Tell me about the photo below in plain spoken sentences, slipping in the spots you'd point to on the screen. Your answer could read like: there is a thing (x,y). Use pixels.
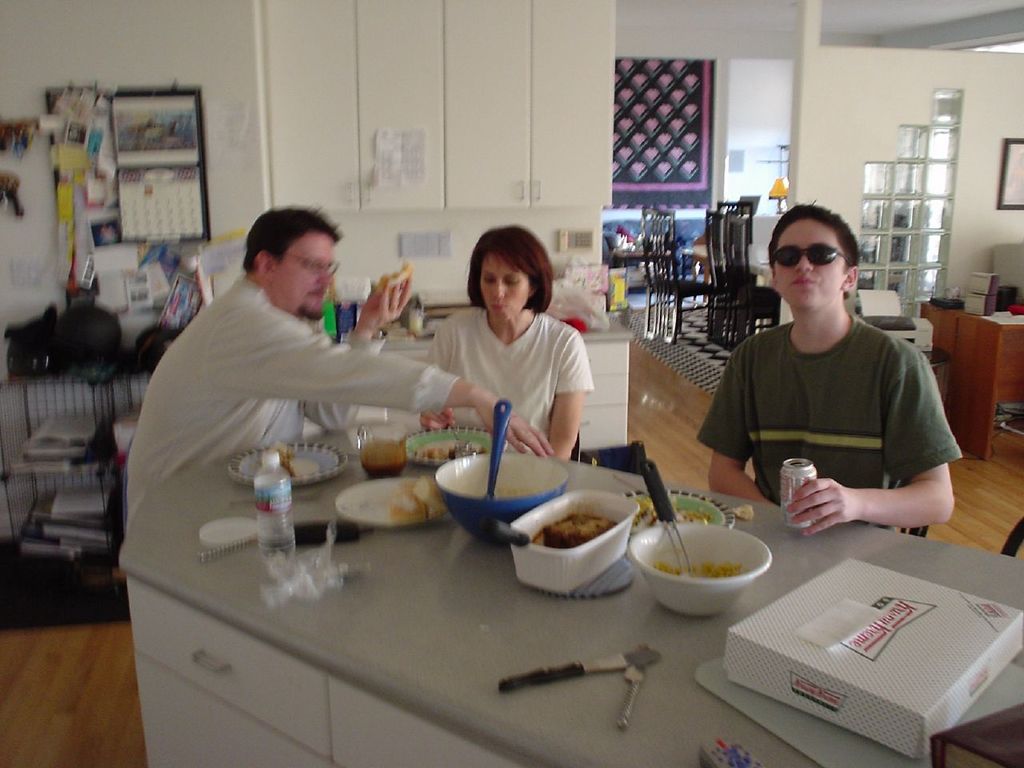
This is an inside view of a room (327,664). Here I can see two men (791,387) and a woman (480,352) are sitting on the chairs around the table (661,698). On the table (345,479) I can see some bowls (586,515), plates (381,513), bottle (288,492), box (924,643) and some more objects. On the plates (675,510) and bowls (543,506) there are some different food items (401,501). On the left side (75,462) there is a rack (54,403) in which few books (80,496) are arranged. On the top of it few papers (93,173) are attached to the wall (36,203). On the right side (974,364) there are some chairs (711,226) and a table (935,316) on which few objects (1022,306) are placed. On the top of it I can see a frame (1013,165) is attached to the wall (974,158). On the top of the image (480,68) I can see the cupboards (398,107).
